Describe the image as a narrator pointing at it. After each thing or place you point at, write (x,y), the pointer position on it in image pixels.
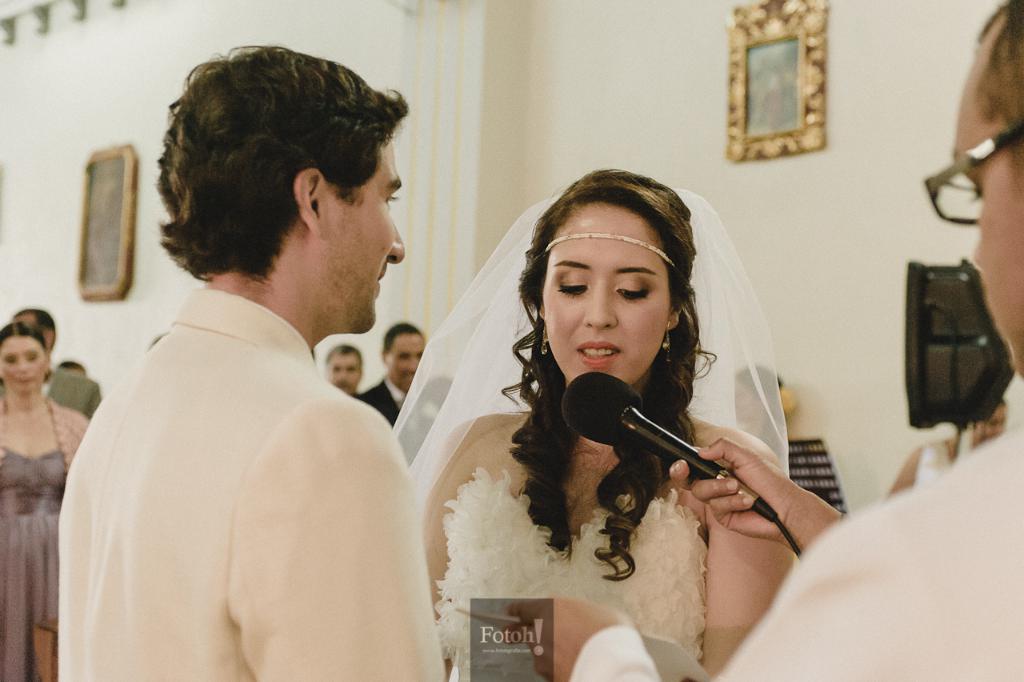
In this image we can see a few people (569,472), one of them is holding a mic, there is a speaker (915,276), there are photo frames (756,109) on the wall (519,109), also we can see the text (517,636) on the image.
